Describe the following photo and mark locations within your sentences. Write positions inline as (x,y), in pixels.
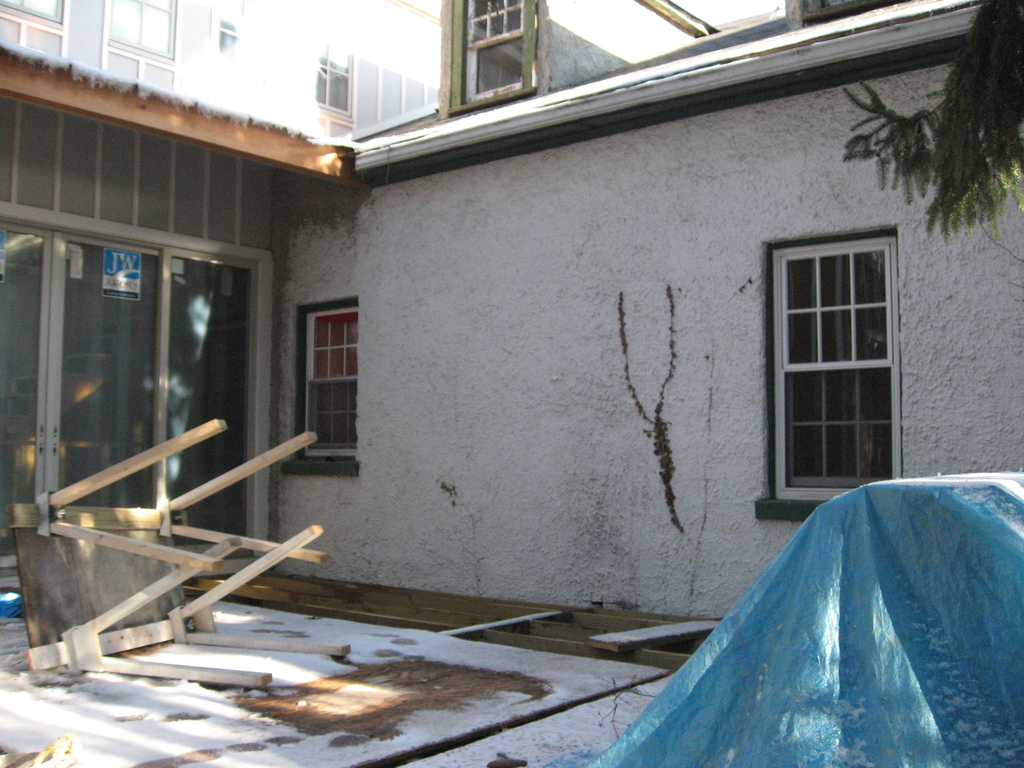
In the picture I can see the building (31,419). I can see the glass doors (192,289) and glass windows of the building (404,280). I can see the wooden table (148,539) on the floor (153,679) and it is looking snow (205,748) on the floor (488,642). I can see a blue color cover (952,599) on the bottom right side of the picture (899,600).
